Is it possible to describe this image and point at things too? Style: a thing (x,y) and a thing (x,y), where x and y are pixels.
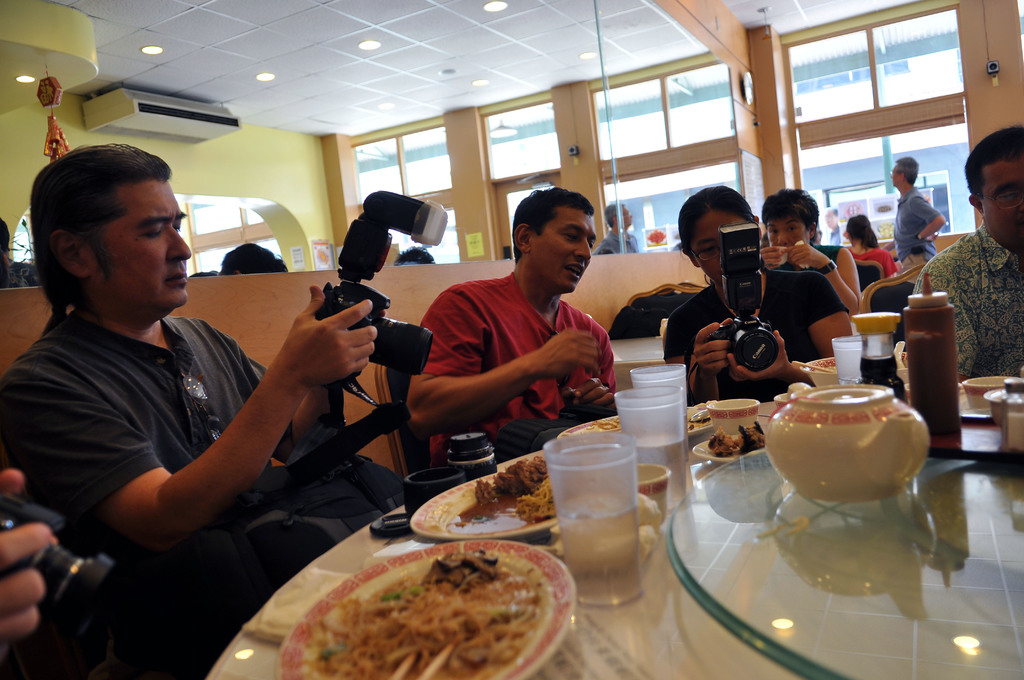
In this image i can see few persons (510,359) sitting on chairs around the dining table (1016,563), some of the persons (122,505) are holding cameras (349,302) in their hands (358,316). On the table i can see few plates (493,532) with food items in them, few glasses (632,419), few bowls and few bottles (918,395). In the background (499,43) i can see the ceiling (437,59), air conditioner (164,106) and few people (895,232) standing.
